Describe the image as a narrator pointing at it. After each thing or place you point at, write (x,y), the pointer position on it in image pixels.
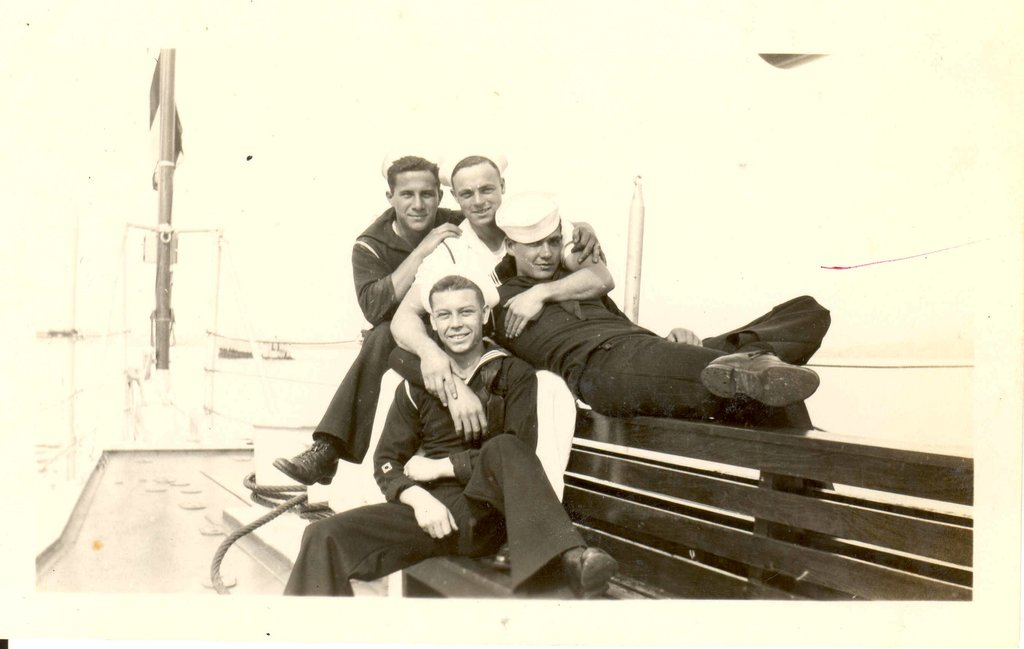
It looks like an old black and white picture. We can see there are three people (406,434) sitting on a bench (575,487) and a man (588,365) is lying. Behind the people (457,449) there is a rope (262,504), pole (168,191) and other things (281,450).
